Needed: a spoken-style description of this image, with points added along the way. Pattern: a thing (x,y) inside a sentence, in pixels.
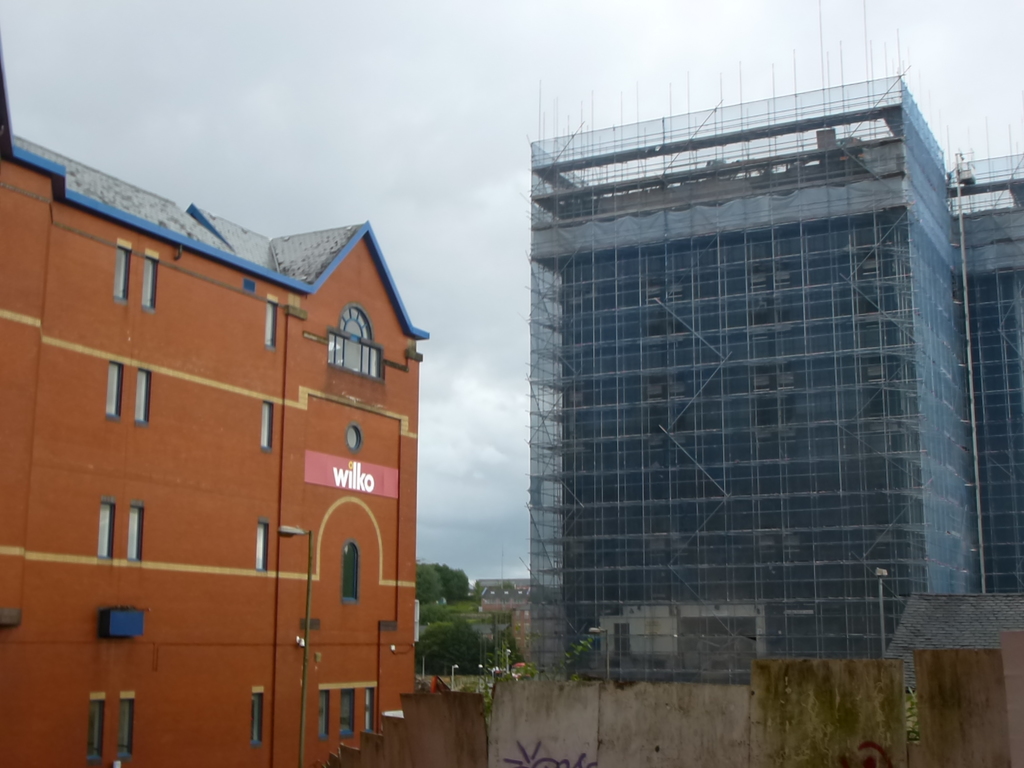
In this image we can see the houses (260,590), light poles (607,637), trees (429,608) and also the building (909,319) which is in construction. We can also see the wall (590,717) and also the cloudy sky (449,168) in the background (964,30).
